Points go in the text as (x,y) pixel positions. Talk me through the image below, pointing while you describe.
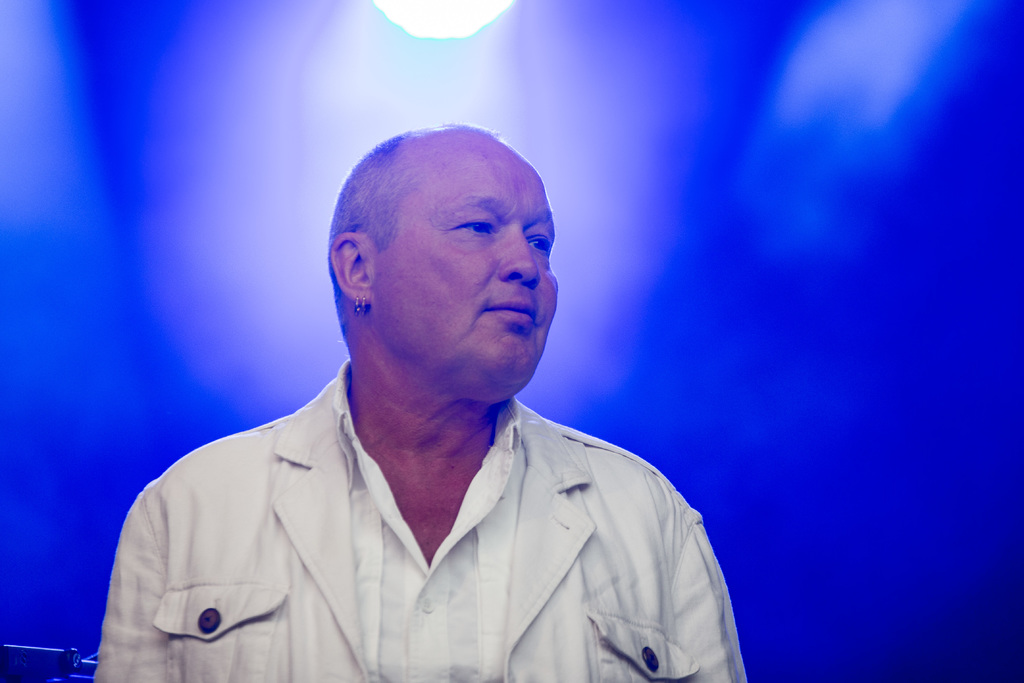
In this image we can see a person (394,501) wearing a white color dress (390,617) and background (962,146) is in blue color.
